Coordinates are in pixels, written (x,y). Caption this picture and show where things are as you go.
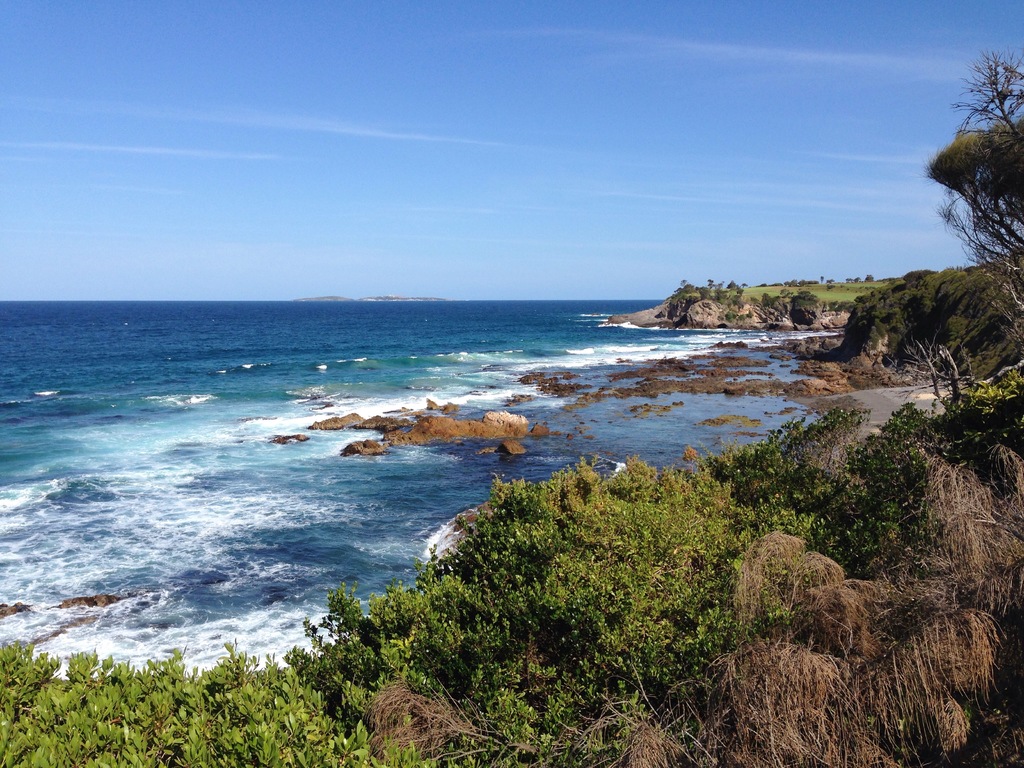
In this image there is water (386,390) having few rocks (401,441). Bottom of the image (455,677) there are few trees (459,687). Right side (734,312) there is grassland (830,295) having few rocks (770,321) and trees (878,336). Top of the image (642,159) there is sky (572,251).
